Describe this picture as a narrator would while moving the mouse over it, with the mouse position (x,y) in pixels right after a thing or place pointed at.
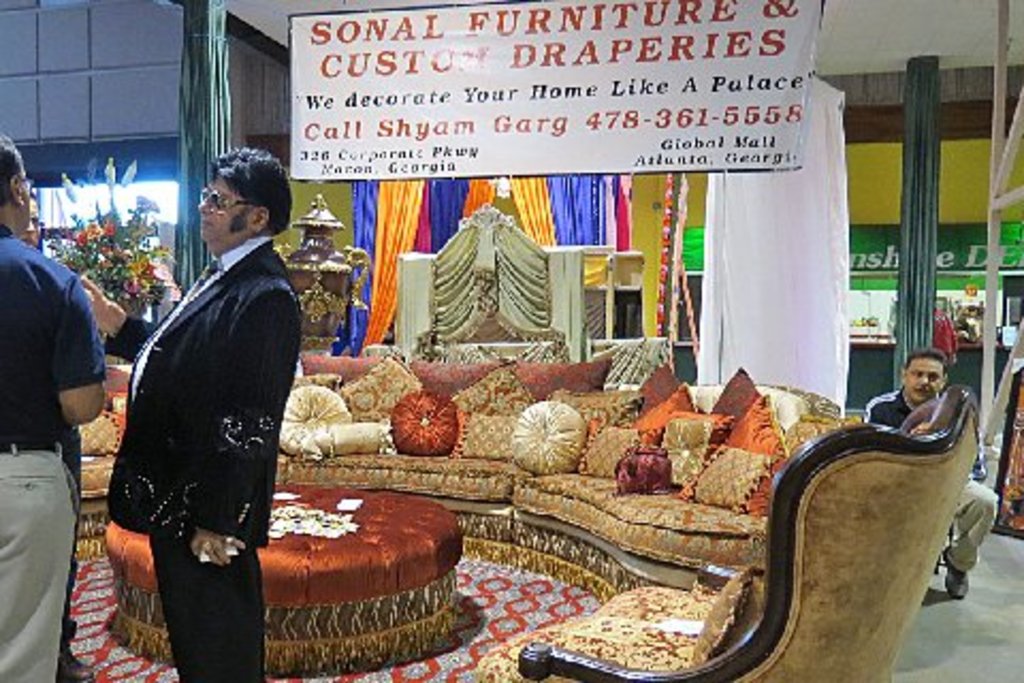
In the center of the image (411,380) there is a sofa (670,551). On the left (173,473) there are two people (155,479) standing. In the background (452,245) there are curtains (821,278), pillars (920,308), doors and decors (139,256). At the top (385,146) there is a board (504,114).
